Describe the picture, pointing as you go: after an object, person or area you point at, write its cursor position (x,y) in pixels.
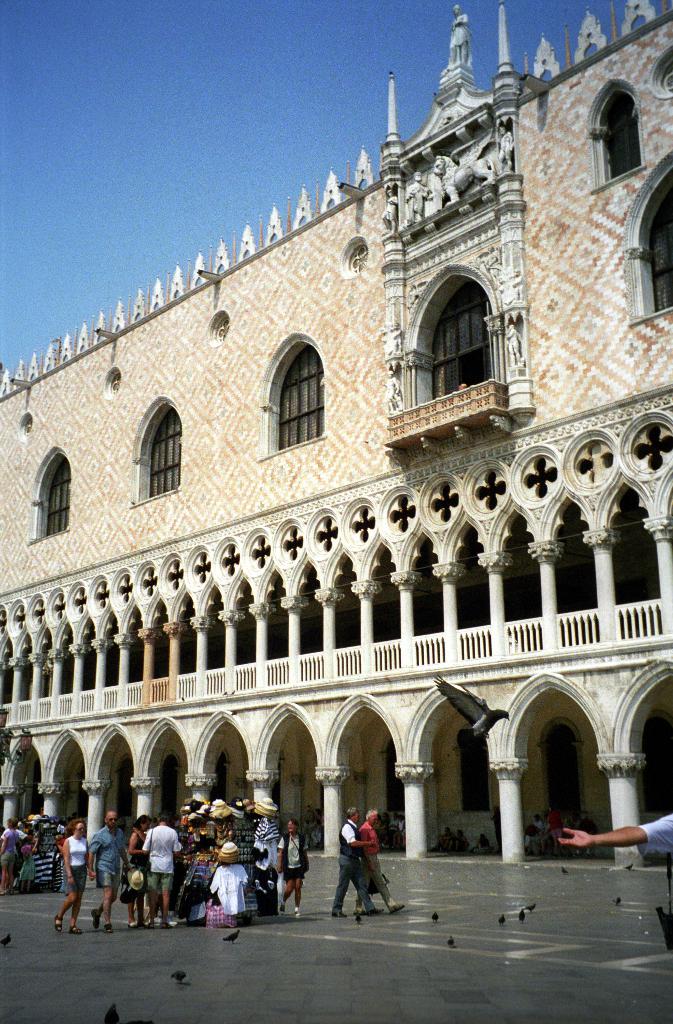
In this image I can see the ground (421,971), few birds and few persons (658,827). I can see a huge building (369,596) which is cream and brown in color, few windows (306,426) and few statues (439,178) to the building (447,222). In the background (277,185) I can see the sky (167,128).
